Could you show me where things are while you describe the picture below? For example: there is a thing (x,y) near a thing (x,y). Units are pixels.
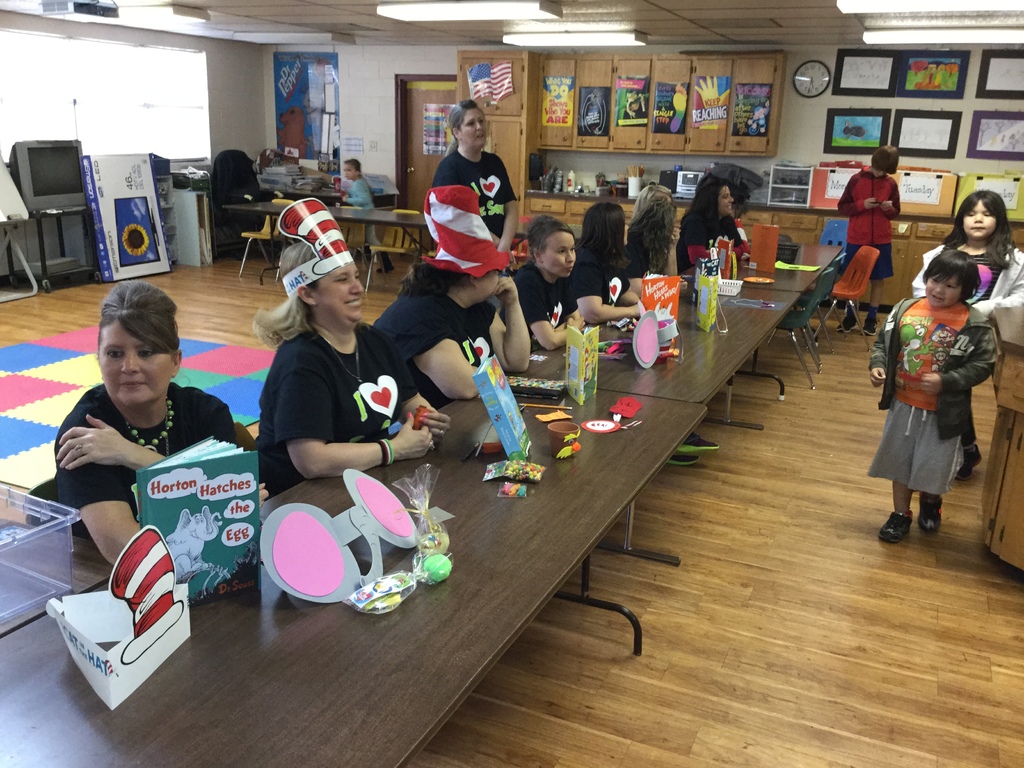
In the picture we can see a long table (282,683) on it, we can see some things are placed and near to it, we can see some people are sitting near the table (391,682) and in the background (801,93), we can see a wall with some cupboards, wall clock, photo frames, and to the ceiling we can see lights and under it we can see some chairs (238,192) on the floor (796,590) and few children (367,194) are standing on the floor (756,519), and the floor (809,596) is with a wooden mat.
